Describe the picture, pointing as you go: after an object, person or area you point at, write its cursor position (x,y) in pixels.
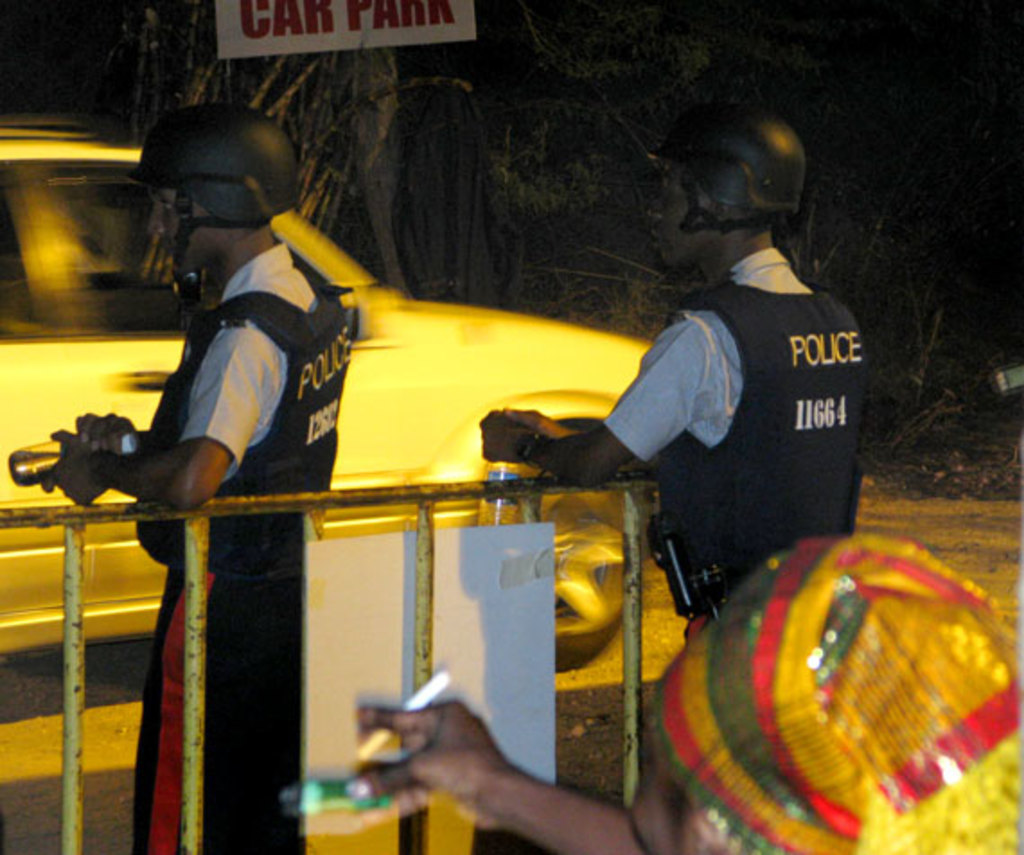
In this image in front (755,806) there are people (678,699). There is a metal fence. There is a car (66,214). There is a board (408,39). In the background of the image (349,76) there are trees (383,56).
